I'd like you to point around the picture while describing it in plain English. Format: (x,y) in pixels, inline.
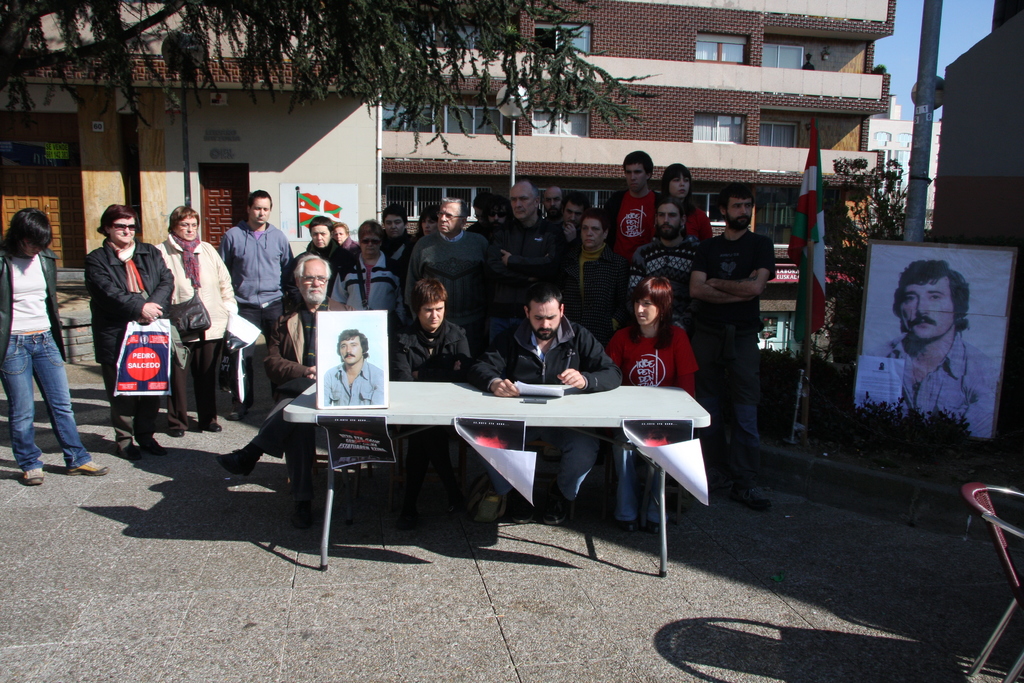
There are so many people (103,335) standing on a road (715,509) and in front of them there are some people (281,432) sitting in front of table (404,397). There is a building (417,181) and tree (325,5) at back (28,181).
